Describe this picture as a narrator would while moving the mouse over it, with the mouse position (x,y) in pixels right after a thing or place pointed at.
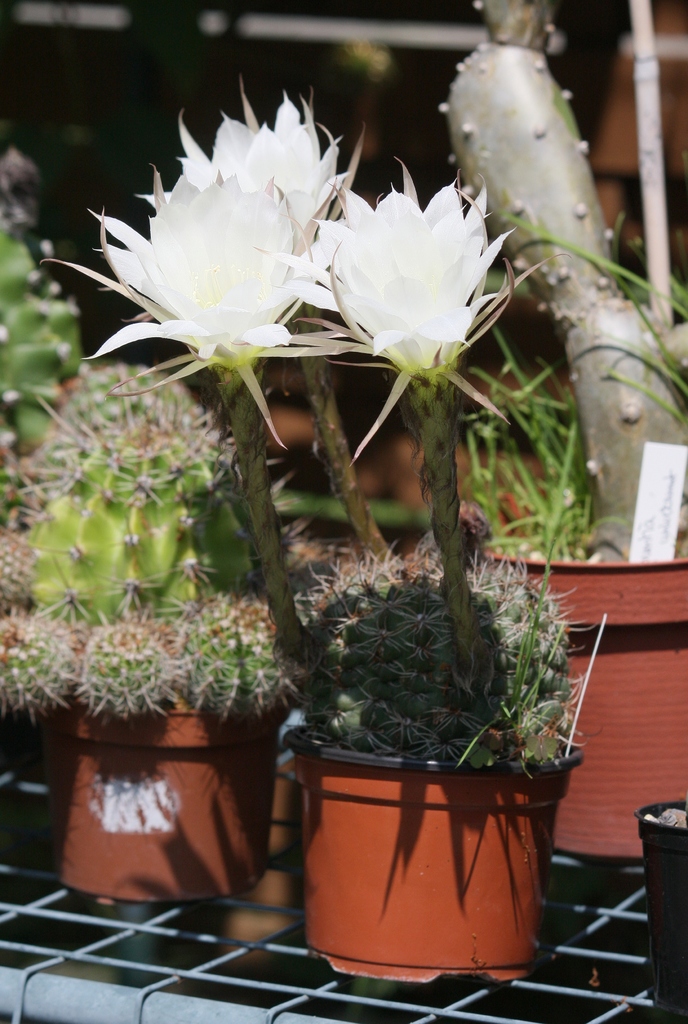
We can see cactus plants (42,334), white flowers (166,222) and pots (233,741) on the surface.
